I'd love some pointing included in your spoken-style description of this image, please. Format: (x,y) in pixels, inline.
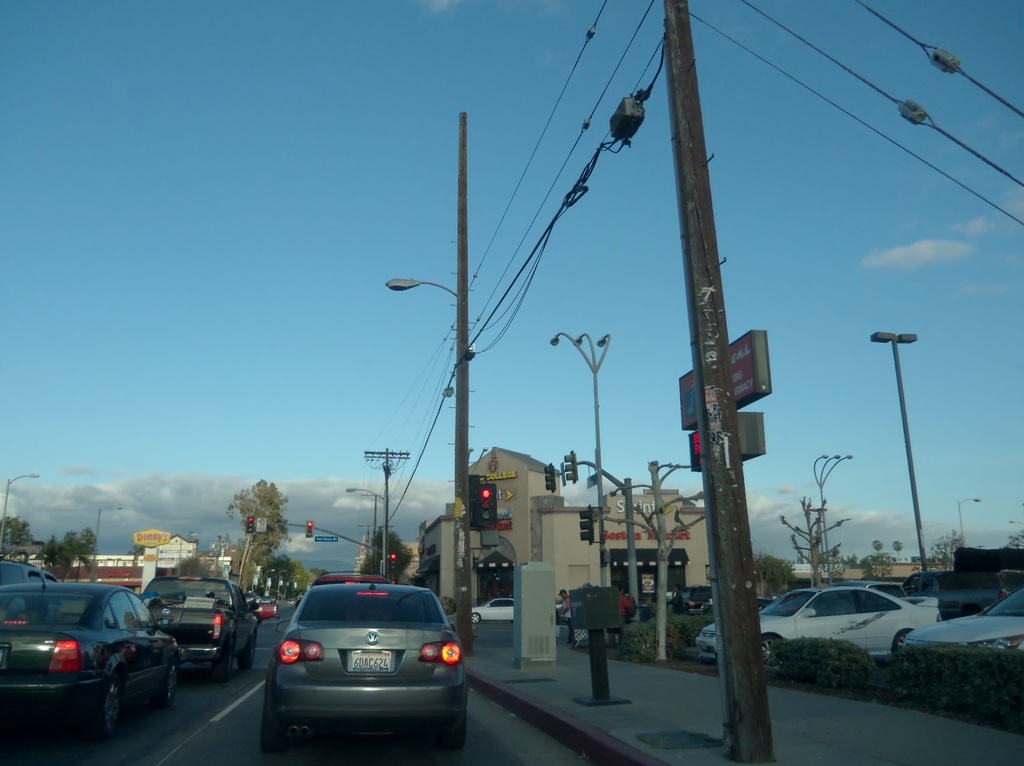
In the foreground (769,635), I can see fleets of vehicles (365,611) on the road (234,676) and I can see light poles (458,397), plants (633,649) and trees (301,590). In the background (10,390), I can see buildings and the sky (349,299). This image is taken, maybe during a day.
